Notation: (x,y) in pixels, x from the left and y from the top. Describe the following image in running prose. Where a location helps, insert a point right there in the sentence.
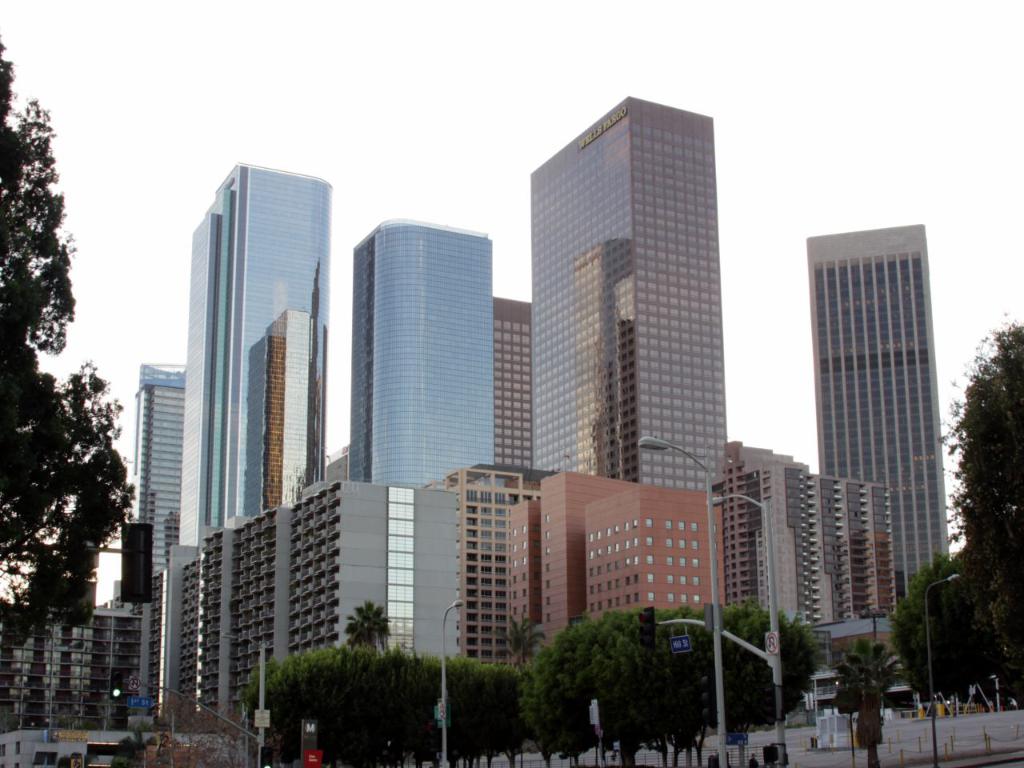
In the picture I can see buildings (518,533), trees (558,687) and street lights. I can also poles (781,730) which has boards (311,720) attached and some other objects (841,729) on the ground (905,742). In the background (249,135) I can see the sky (274,128).
